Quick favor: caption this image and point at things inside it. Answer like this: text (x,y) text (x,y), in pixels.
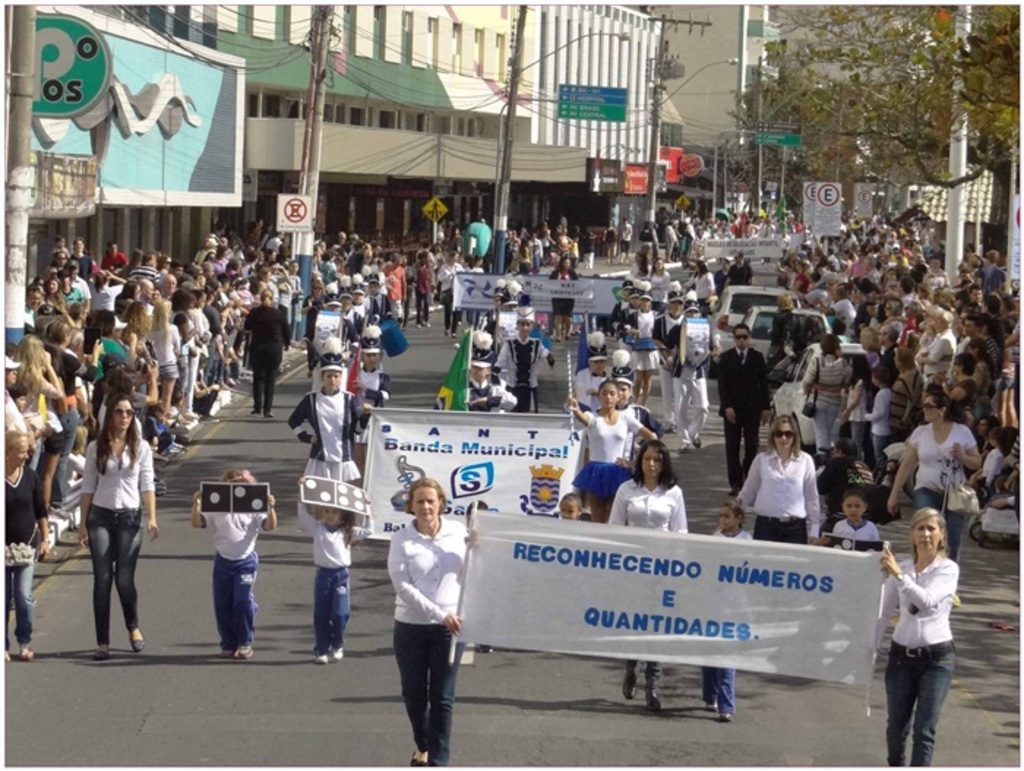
There are group of people (335,548) holding banners (531,307), flag (461,400), musical instruments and walking on the road (563,746). I can see the current poles (520,35) with current wires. This looks like a signboard (440,200). These are the street lights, which are attached to the pole (514,93). I can see the buildings (717,75). These are the name boards (155,105), which are attached to the buildings (581,180). I can see the tree (903,129). This looks like a pole (958,238). These are the cars (750,298) on the road (547,740). I can see groups of people (193,339) standing beside the road (561,728). Among them few people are holding cameras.
